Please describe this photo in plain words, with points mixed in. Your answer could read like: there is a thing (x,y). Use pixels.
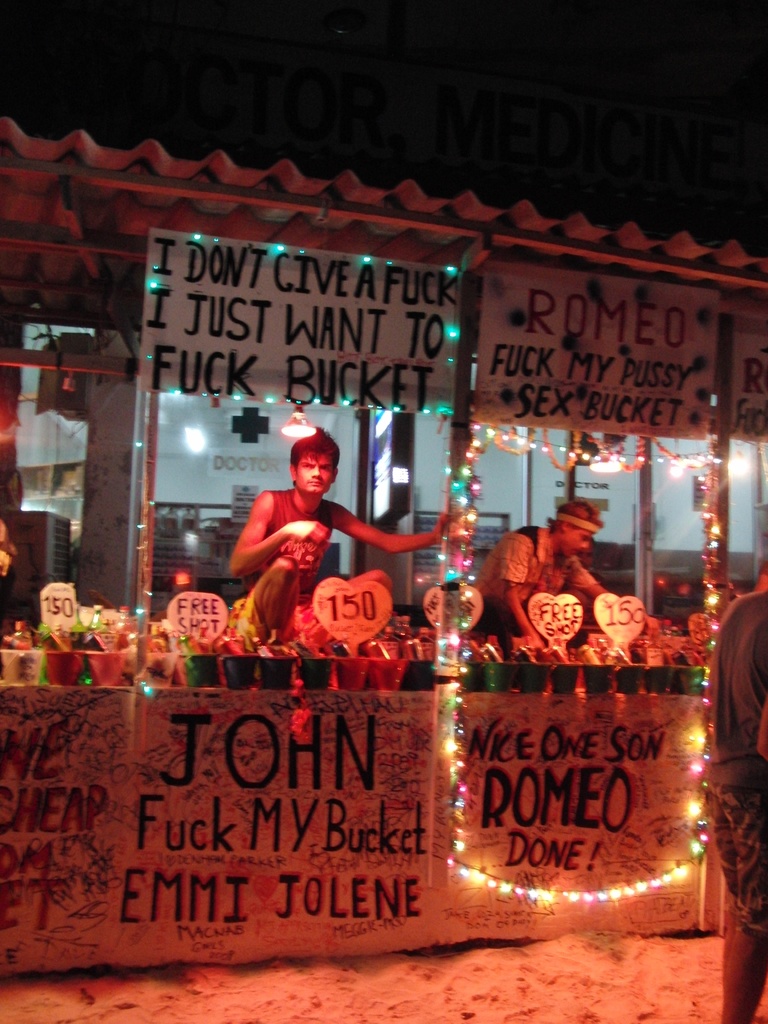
In this image we can see a stall (224,237) which contains board (211,242) and text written in it and a person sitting and some lights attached to the stall (690,419). There are some objects (706,643) on the table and a person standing in front of the stall (585,707).
